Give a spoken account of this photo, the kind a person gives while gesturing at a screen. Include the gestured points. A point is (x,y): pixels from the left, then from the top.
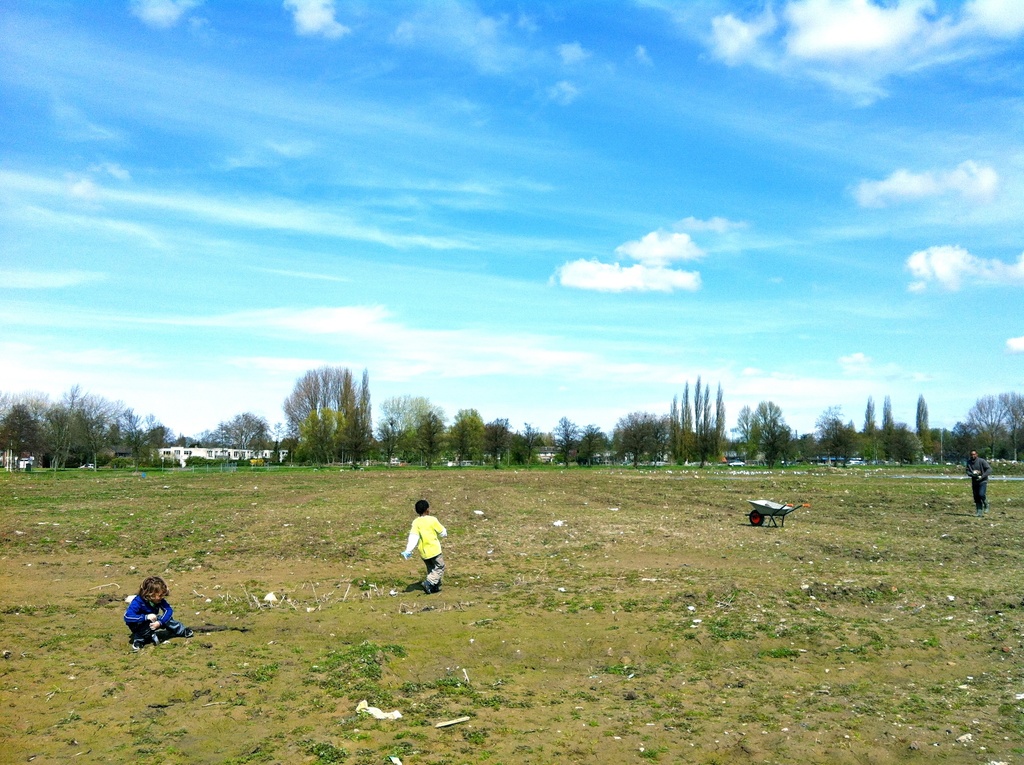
In this image I can see an open grass ground (511,505) and on it I can see two children (428,529) and one person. I can also see a trolley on the right side (756,504). In the background (965,439) I can see number of trees (1006,397), few buildings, clouds (728,20) and the sky (277,106).
